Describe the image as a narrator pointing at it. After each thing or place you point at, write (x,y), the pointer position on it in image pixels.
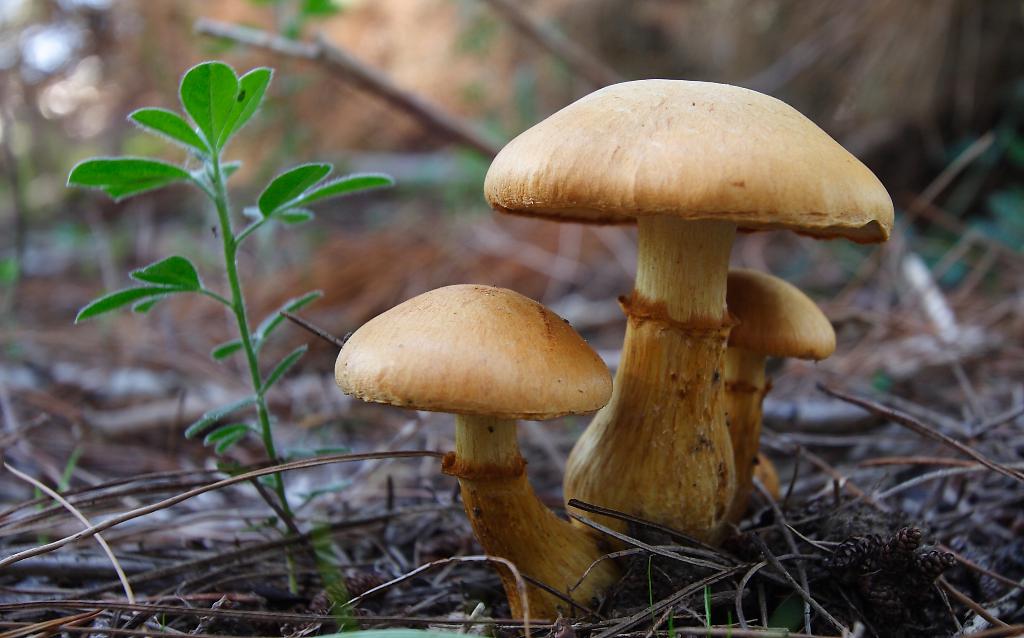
This image consists of mushrooms (494,350). There is a small plant (201,133) on the left side (293,184). There are small sticks (680,591) at the bottom (812,607).
